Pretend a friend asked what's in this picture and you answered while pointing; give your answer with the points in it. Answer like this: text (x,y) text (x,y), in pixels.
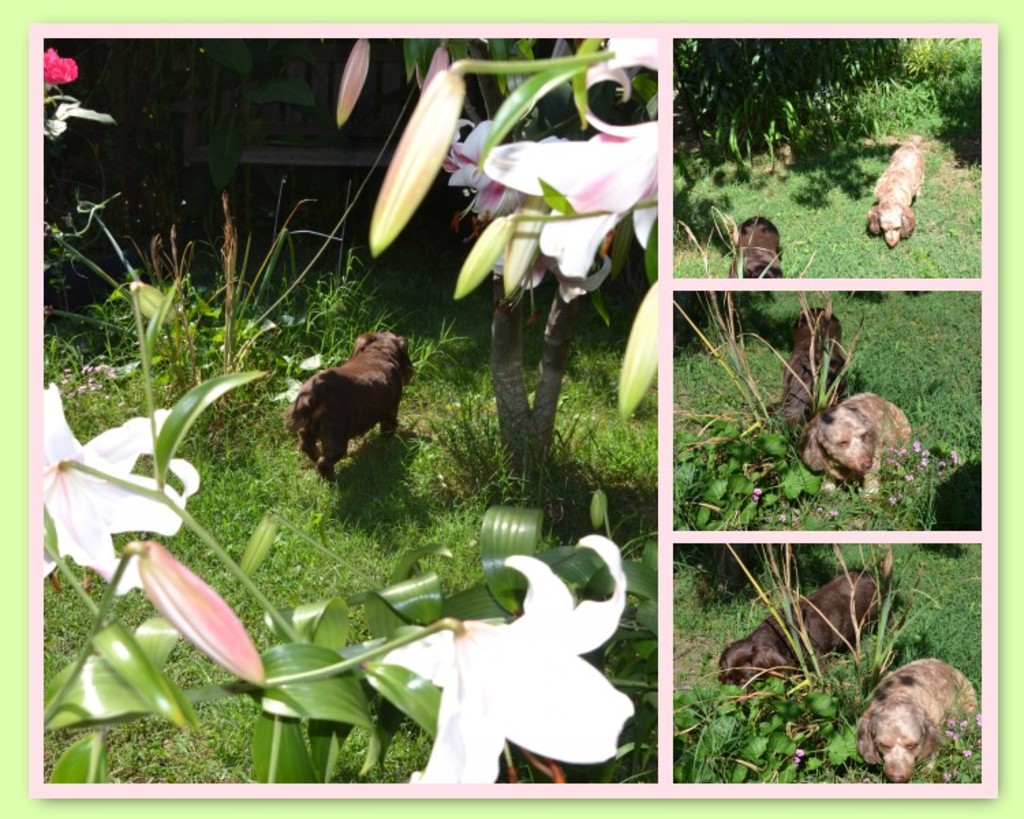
I see this is a collage image and I see 2 dogs (898,225) which are of brown and cream in color and I see the green grass (877,345) and I see plants (73,507) on which there are flowers (108,495) which are of white and pink in color and I see the buds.
